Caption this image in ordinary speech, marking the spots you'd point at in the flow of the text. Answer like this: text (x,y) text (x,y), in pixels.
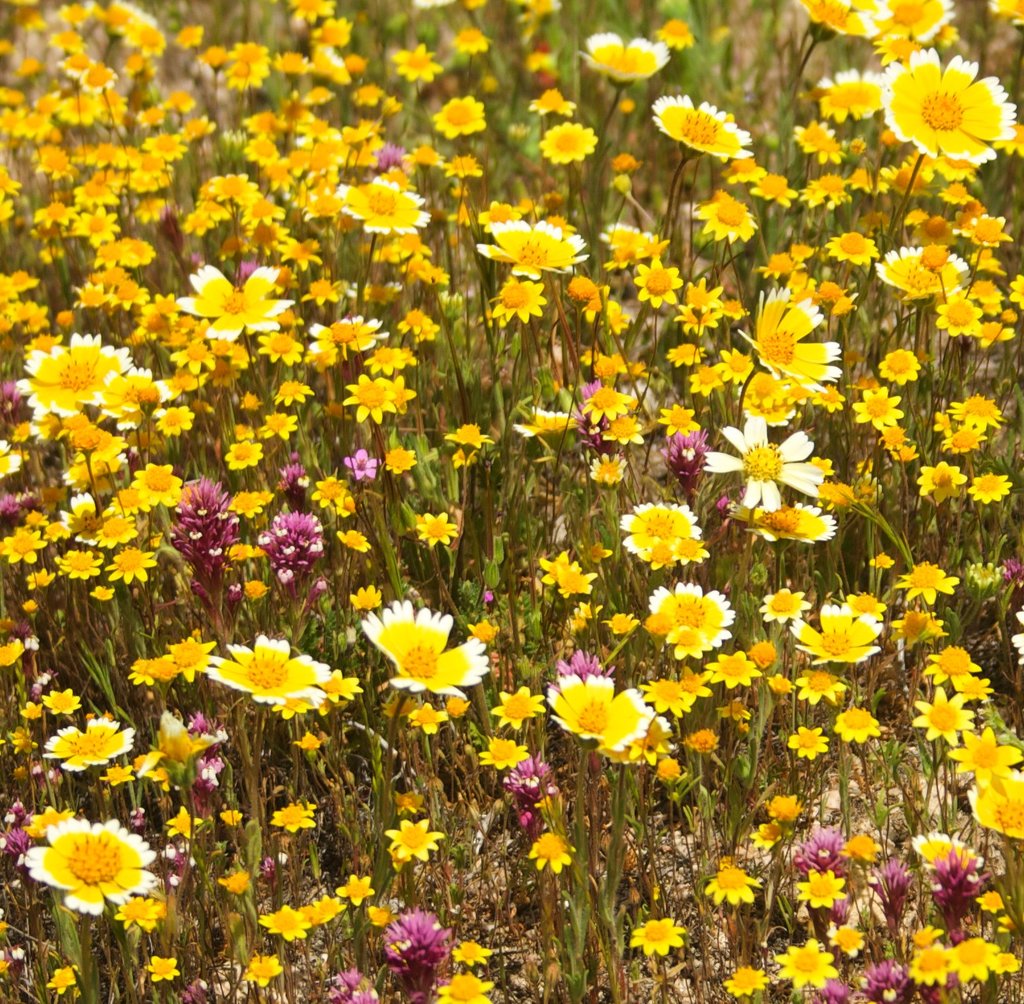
In the center of the image (416,461) there are flowers (405,638) and plants (112,669).
